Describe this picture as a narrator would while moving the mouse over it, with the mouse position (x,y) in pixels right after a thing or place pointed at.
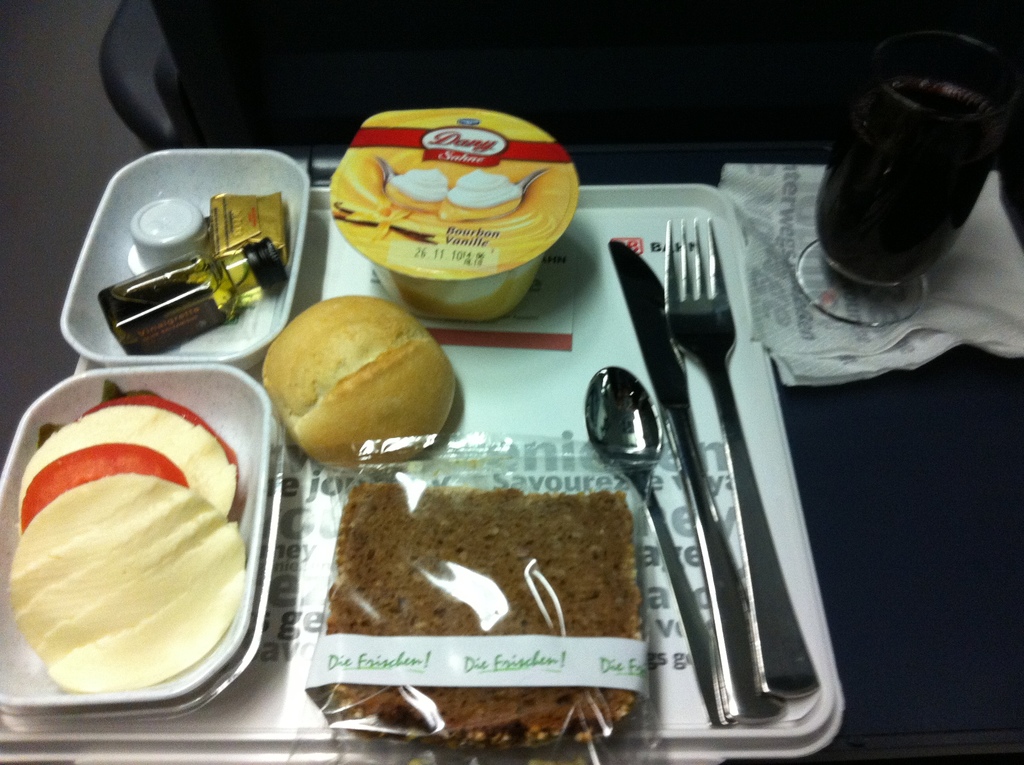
In this image there is a plate (578,425) on which there are two plates (159,359) on the left side (74,289) and there is an ice cream cup (432,221) beside it. At the bottom (491,579) there is a cake (437,582) which is packed in the cover (493,593) is on the plate (763,416). On the right side (685,446) there are spoon (640,432), fork (718,347) and knife (636,303). On the right side (927,231) top there is a glass (910,219) on the cloth (925,343). At the top (370,61) there is the chair (405,61).
